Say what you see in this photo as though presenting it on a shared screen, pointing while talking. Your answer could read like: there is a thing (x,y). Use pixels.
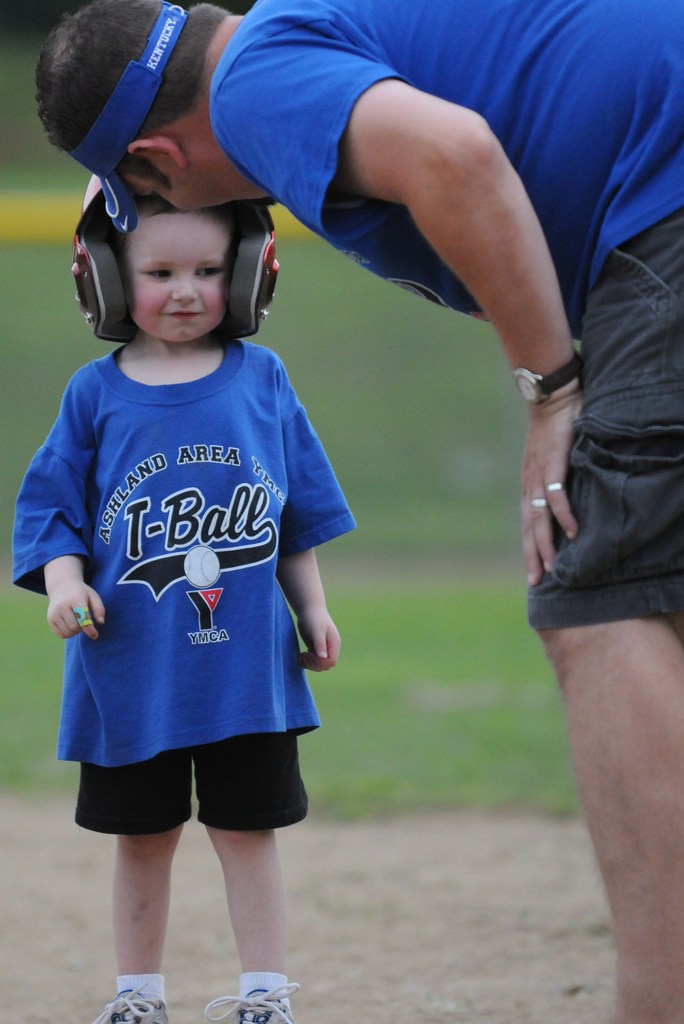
In this image I can see a child (200,522) and a man (415,281), I can see both of them are wearing blue t shirt (258,680), black shorts (156,825) and I can see he is wearing blue cap (118,223). I can see this child (189,273) is wearing a helmet (126,308). In the background (395,504) I can see green colour and I can see this image is little bit blurry from background (20,646).
